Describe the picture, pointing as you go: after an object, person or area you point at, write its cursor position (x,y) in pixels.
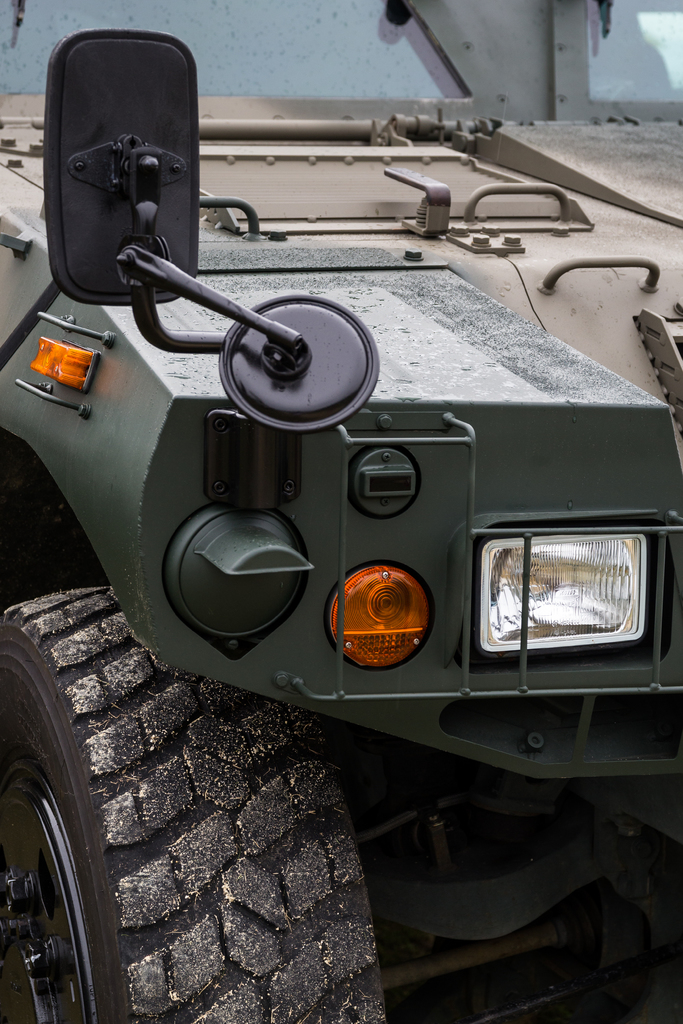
There is a jeep (436,369) which is green in color.
